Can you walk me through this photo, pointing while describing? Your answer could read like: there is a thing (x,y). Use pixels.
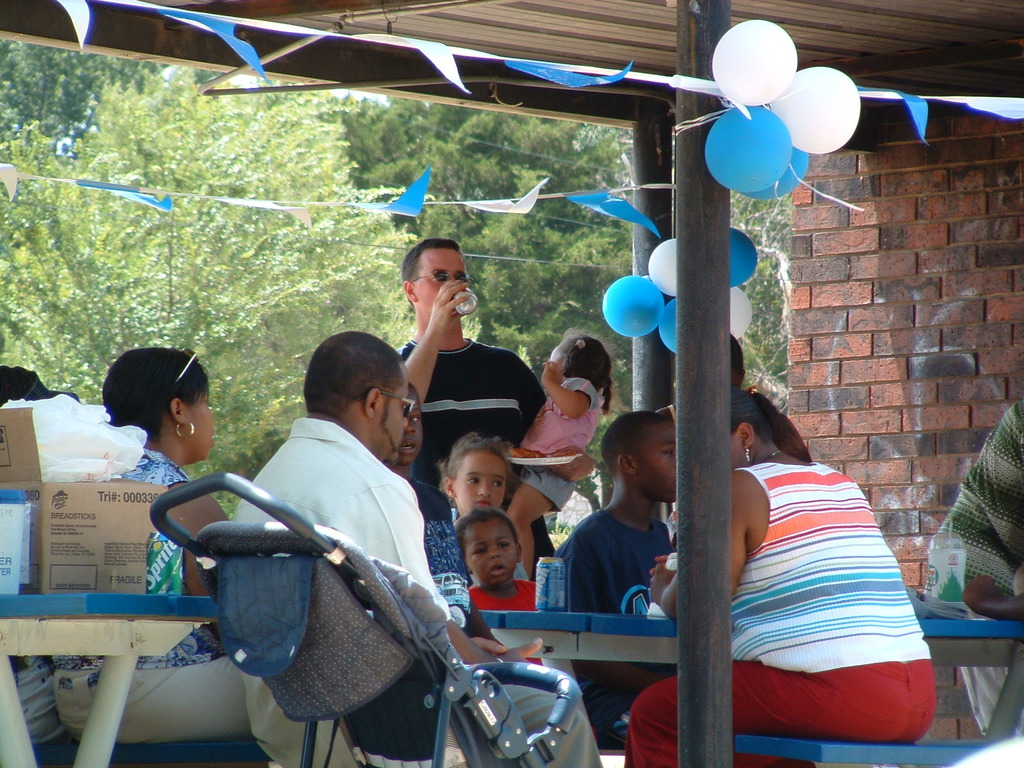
In this picture we can see a group of people (669,442) sitting and a man (453,320) standing and carrying a child (543,417), tables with tin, bottle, box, stroller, balloons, flags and in the background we can see trees (387,234).
